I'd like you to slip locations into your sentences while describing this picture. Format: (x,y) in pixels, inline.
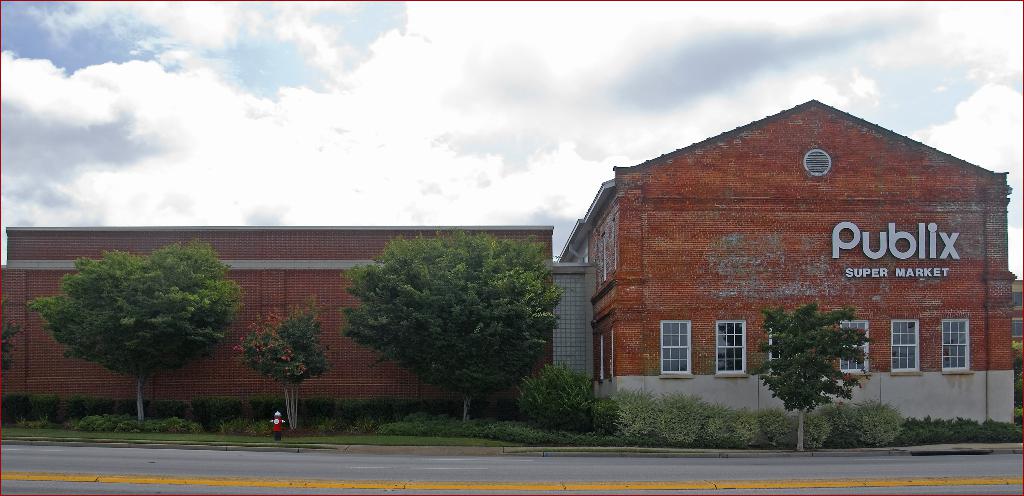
In this image we can see buildings (642,191), on the building (720,163) we can see some text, there are some trees (552,302), plants (568,415), grass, windows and a hydrant (279,413), in the background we can see the sky (634,89) with clouds (903,17).
